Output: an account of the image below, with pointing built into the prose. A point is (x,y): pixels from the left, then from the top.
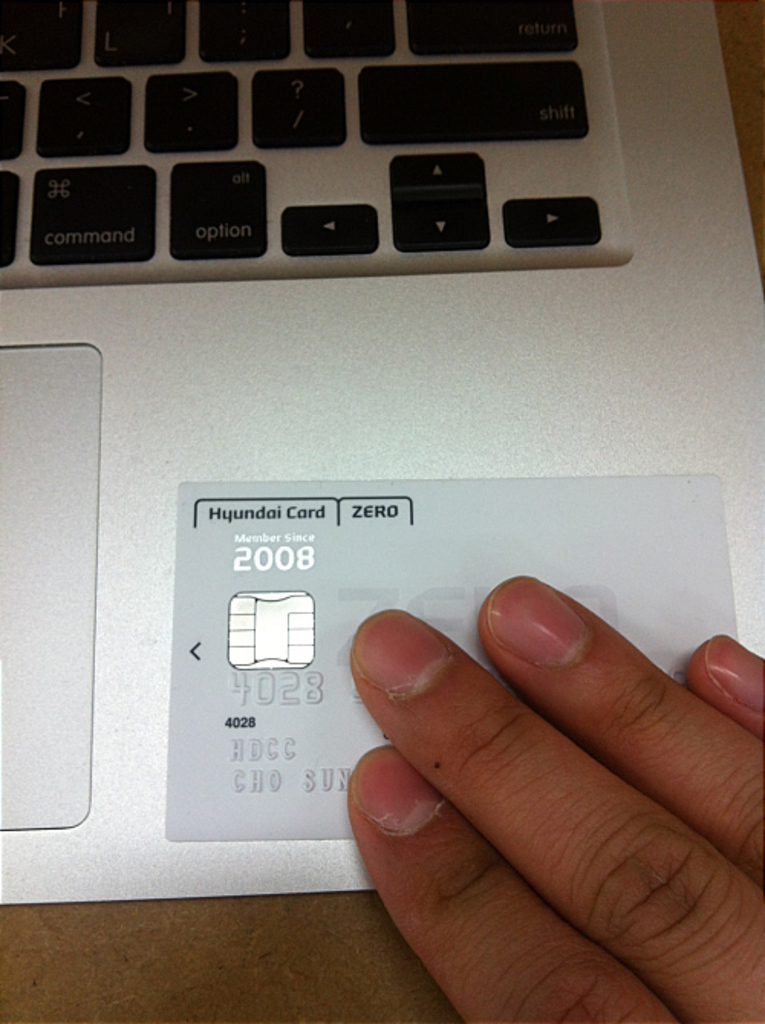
In this image I can see the laptop (286,437) on the brown color table (141,959). On the laptop (531,465) I can see the person's hand (461,753).
